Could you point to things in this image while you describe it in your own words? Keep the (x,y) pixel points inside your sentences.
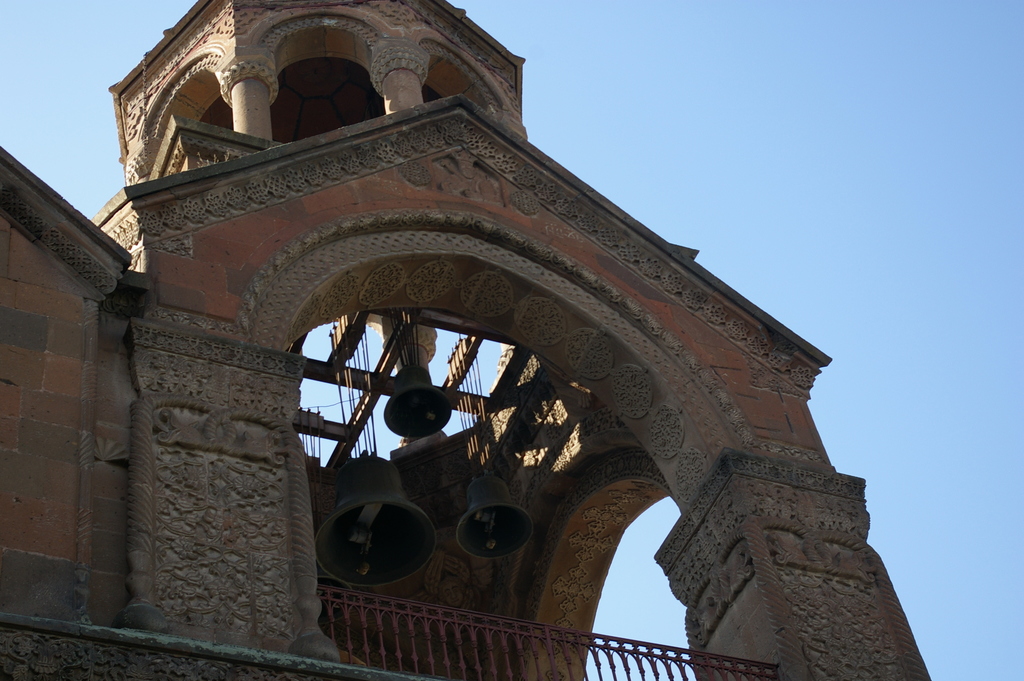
In this picture we can see a building (572,575), few metal rods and bells (368,455).
